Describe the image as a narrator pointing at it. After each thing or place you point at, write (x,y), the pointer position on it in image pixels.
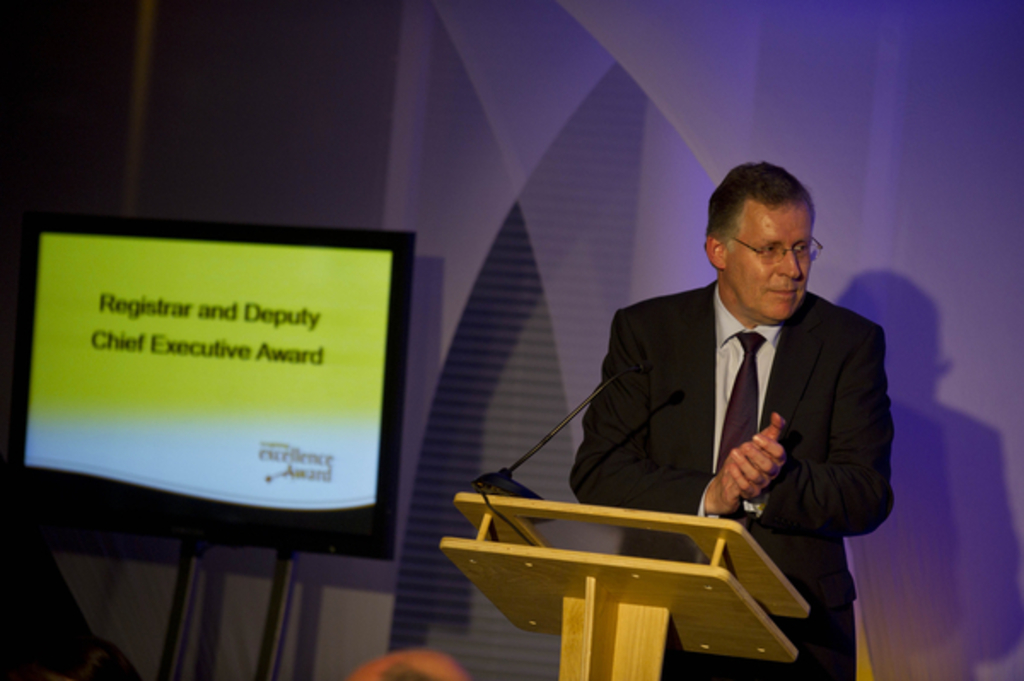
Here we can see that a person (800,375) is standing and wearing a suit (701,438), and in front here is the microphone (548,433), and at side here is the television (222,357), and here is the wall (554,222).
